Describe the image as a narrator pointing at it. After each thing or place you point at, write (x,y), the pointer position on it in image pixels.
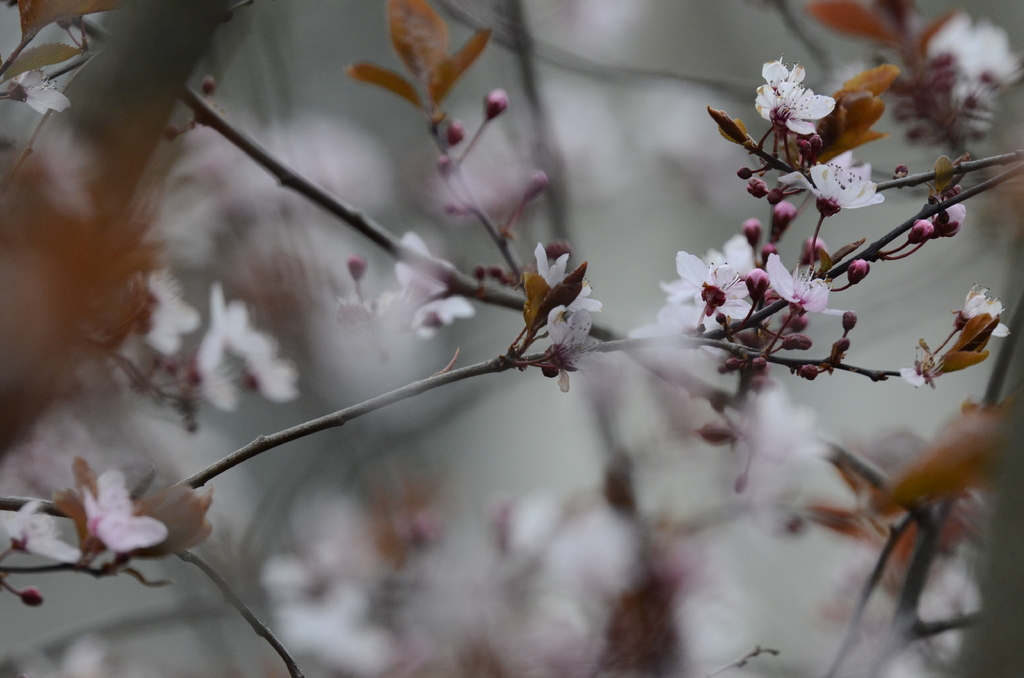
In this image may be there are stem (737,331) of trees (266,156), on which there are some, flowers (788,109), leaves (532,277), buds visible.
